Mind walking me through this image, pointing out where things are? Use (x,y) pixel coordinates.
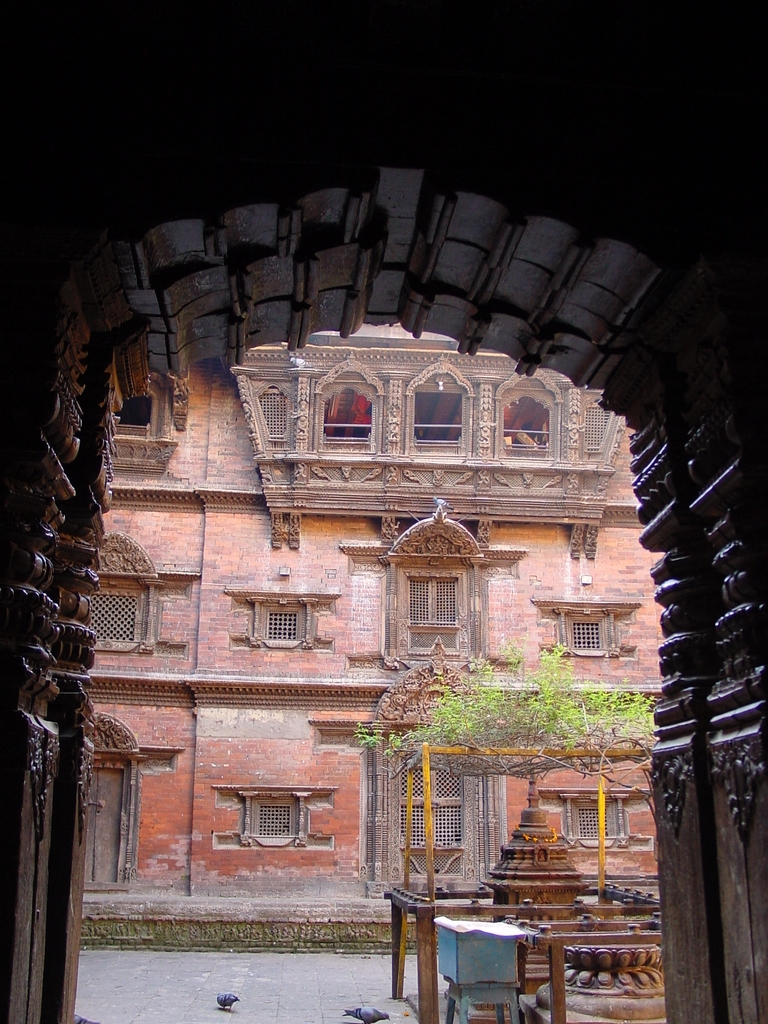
In this picture we can see an arch (64,632). Behind the arch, there are plants (481,736), a building (267,707) and an architecture (544,849). There are two birds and an object (501,988) on the floor (305,1003).
